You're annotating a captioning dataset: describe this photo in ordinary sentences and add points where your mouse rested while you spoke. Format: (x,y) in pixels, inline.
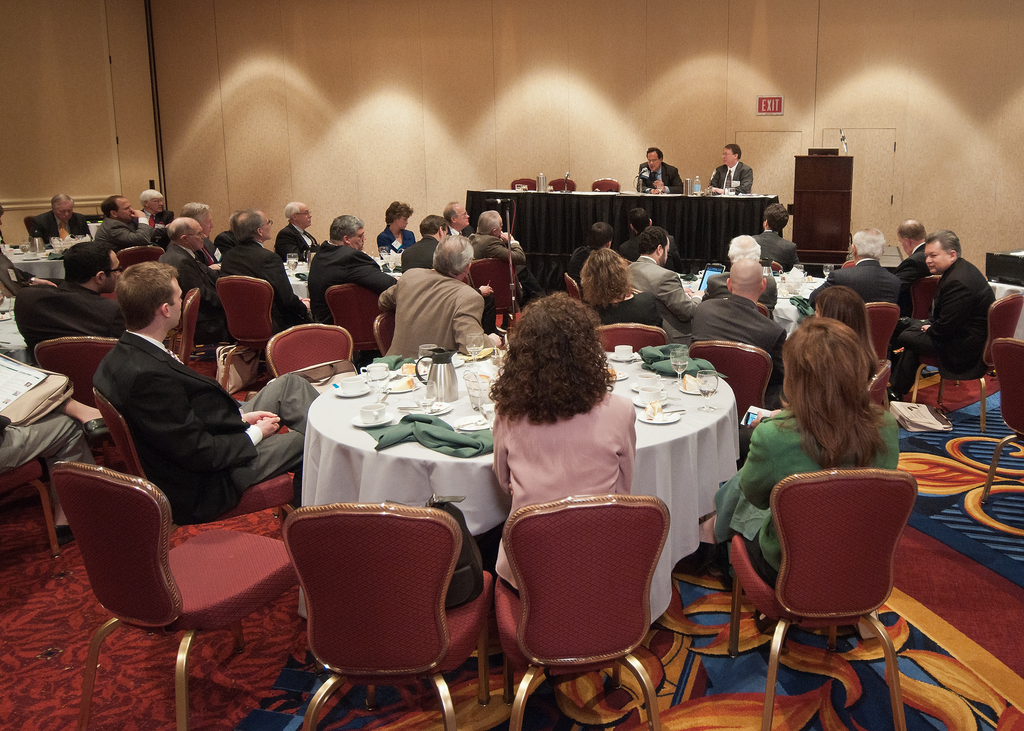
This is looking like a conference room (748,307). Few people (379,236) are sitting in this room (592,420). There is a table (349,427) in this room (426,439). There is kettle (441,372), plate (390,380), cup (367,378), saucer (357,392) on this table (396,404). There are few chairs (334,577) in this room (351,593). There is a beautiful carpet (950,574) in this floor (958,481). One person (656,171) is sitting on chair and addressing the speech. There is a wine glass (681,363) on this table (685,420). People (408,236) are listening to his speech. There is a podium (808,206) near to this table (738,206).
